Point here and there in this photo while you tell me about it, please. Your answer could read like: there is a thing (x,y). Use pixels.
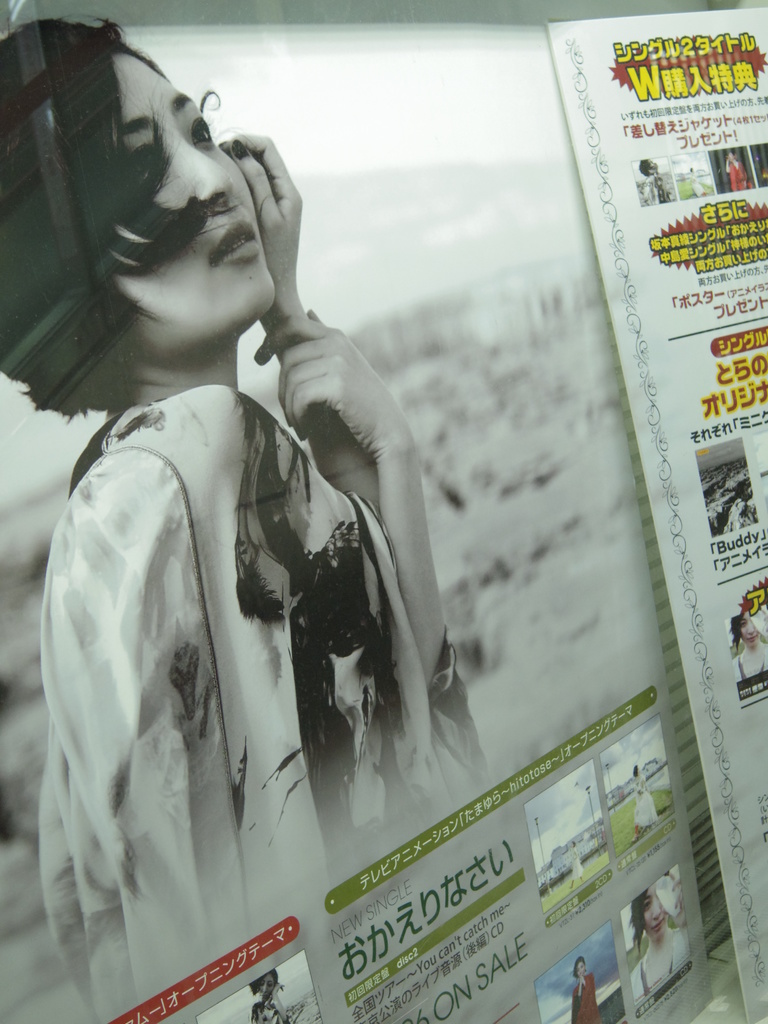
In this picture we can see posters (598,781), in these posters (581,715) we can see people (176,979) and some text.
